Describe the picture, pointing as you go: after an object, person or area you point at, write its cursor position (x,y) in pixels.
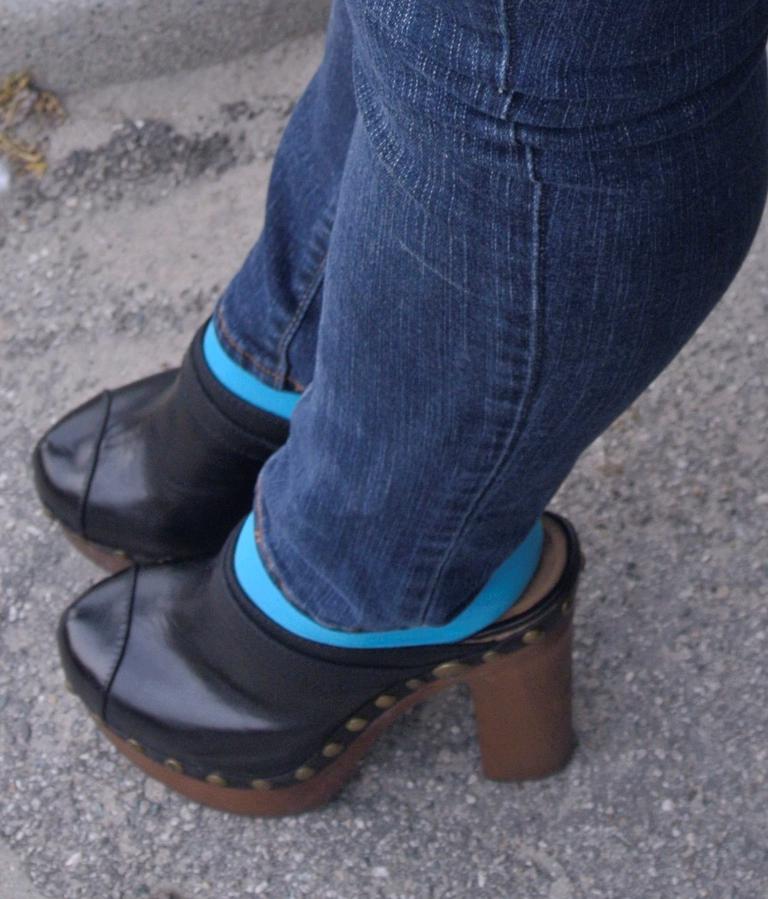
In this picture, we see the legs (388,269) of the person (398,356) who is wearing the blue jeans (348,269), blue socks (433,629) and black sandals (219,676). At the bottom (383,820), we see the surface (596,619) of the road (149,245).
